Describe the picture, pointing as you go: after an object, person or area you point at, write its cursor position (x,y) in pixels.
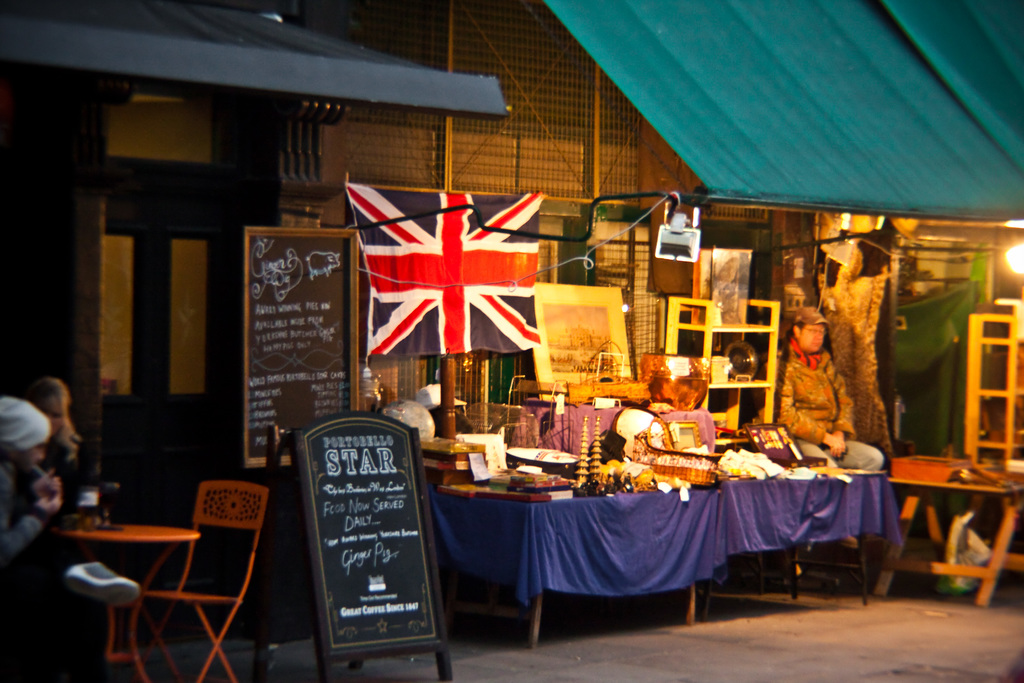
There is a table (707,505). On the table (635,536) there is a cloth (692,549), box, plates (622,435) and frames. This is floor (851,615). Here we can see a man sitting on the chair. There are chairs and this is table (157,538). These are the boards (337,633) and there is a flag (446,273). On the background (541,153) there is a wall (603,169) and this is board (244,303). And this is floor (883,628).
